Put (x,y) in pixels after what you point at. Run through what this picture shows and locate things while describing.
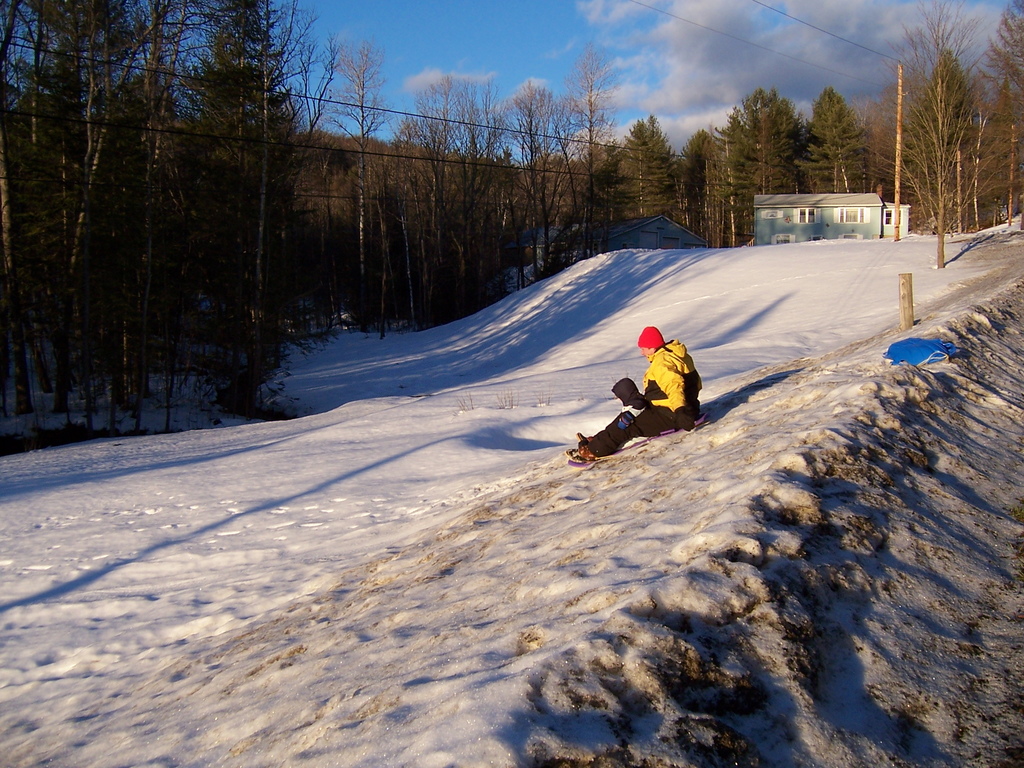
In this image we can see a person (638,429) sitting on the snow (545,529). We can also see some poles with wires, a group of trees (459,216), a house (812,222) with roof (812,203) and windows (780,214) and the sky (788,91) which looks cloudy.
